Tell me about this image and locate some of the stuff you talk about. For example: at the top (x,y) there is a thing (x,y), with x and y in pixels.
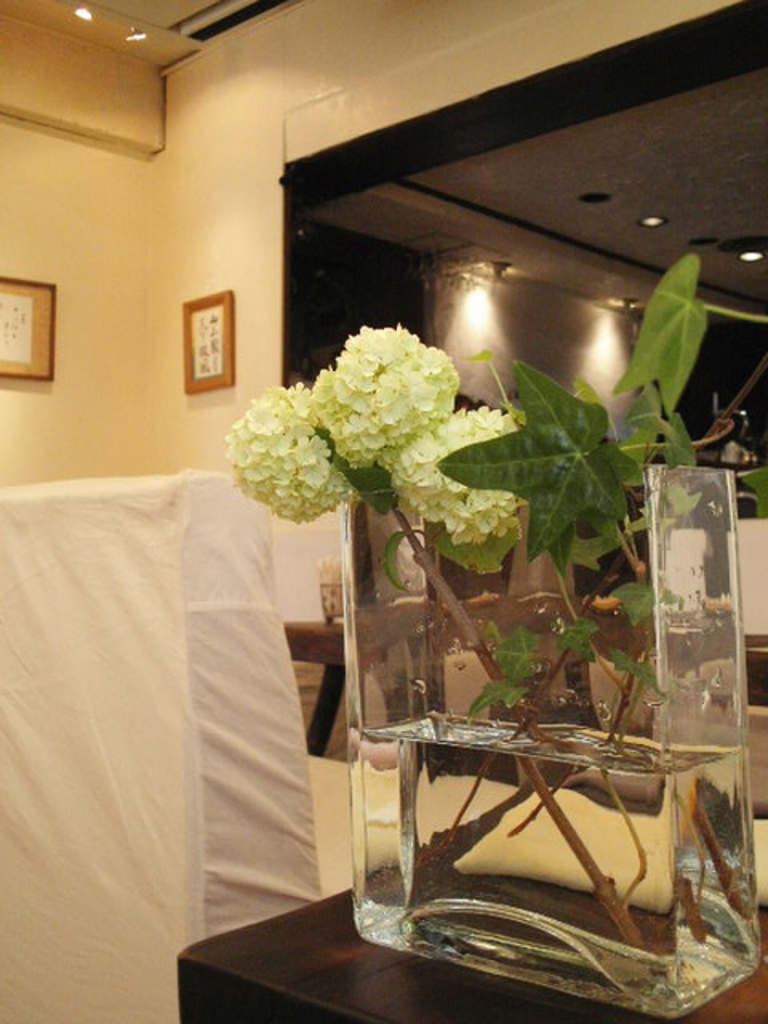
There is table (509,1003) with flower vase (388,753) on it with some water (588,823) on that arranged with some leaves (553,475) and white flowers (443,421). In front of that there are chairs (229,832) covered with cloth (236,826) and behind the tables (749,664) there is a glass wall (343,222) and below that we can see small part of table (331,632) with small holder (328,611) on it and there is a frame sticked on wall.
